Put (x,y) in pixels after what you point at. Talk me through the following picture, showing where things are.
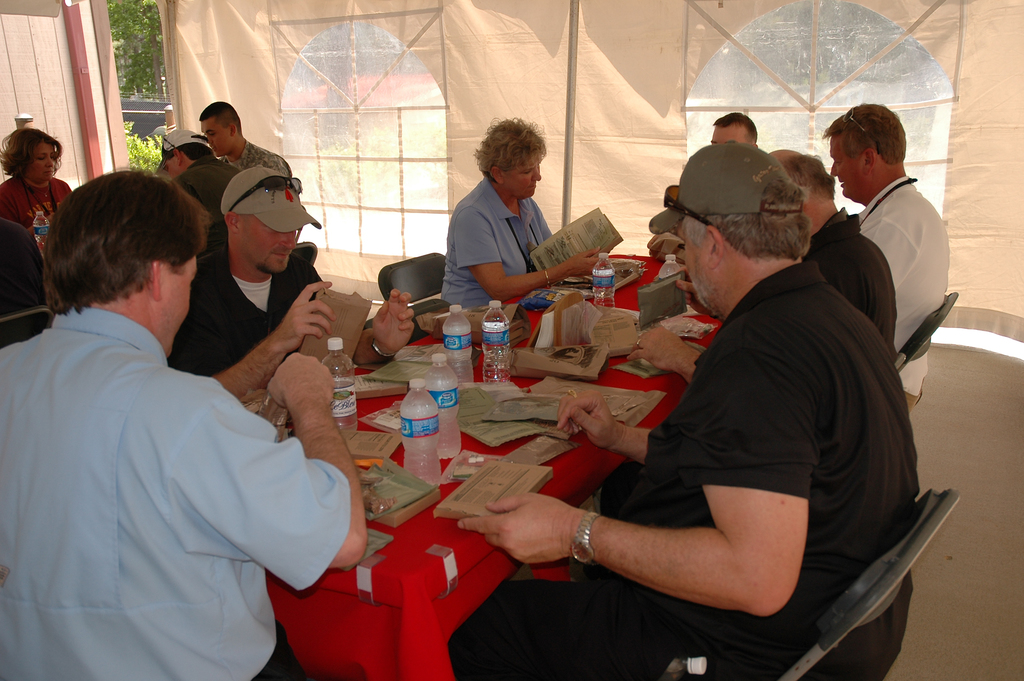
In the image few people (573,645) are sitting on chairs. In the middle of the image (370,402) there is a table (327,429) on the table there are some bottles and papers (595,343). Top right side of the image (832,93) there is a tent (584,34). Top left side of the image (154,69) there are some trees (116,18) and plants (137,163).
